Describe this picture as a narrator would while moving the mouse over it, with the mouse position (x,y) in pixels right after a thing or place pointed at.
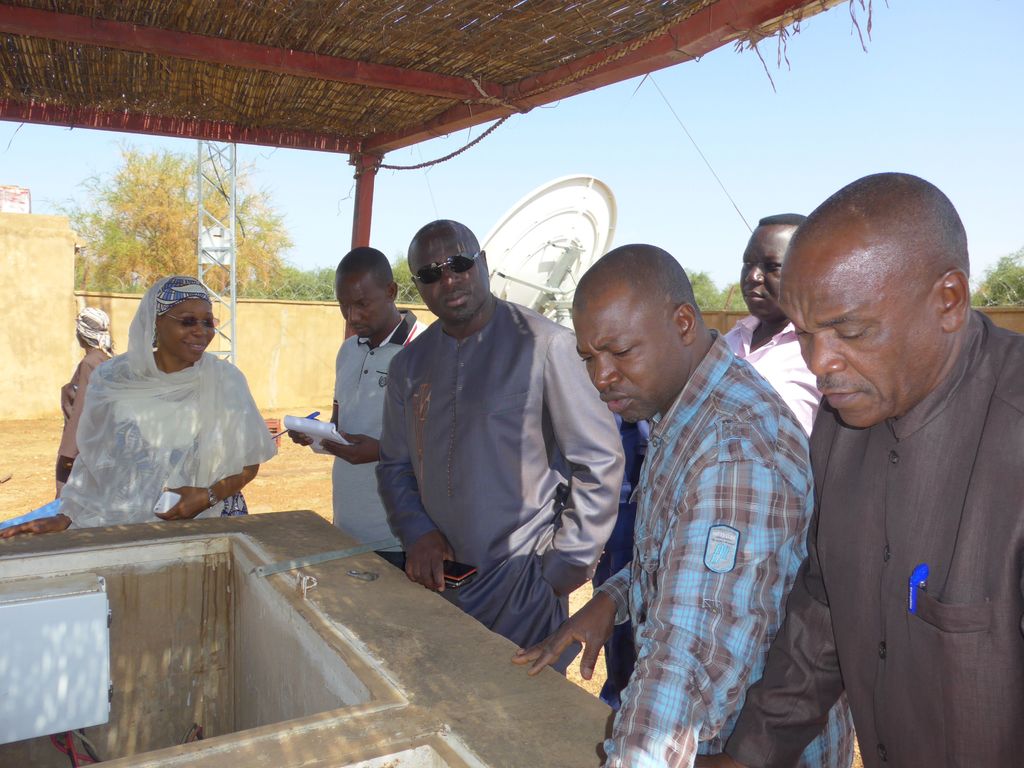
In this image there are people (680,410) standing under a shed (224,54), in the bottom left (150,546) there is a cement tank (140,558), in the background (224,276) there is a dish (513,273), wall (36,285), trees (175,241) and the sky (696,141).
